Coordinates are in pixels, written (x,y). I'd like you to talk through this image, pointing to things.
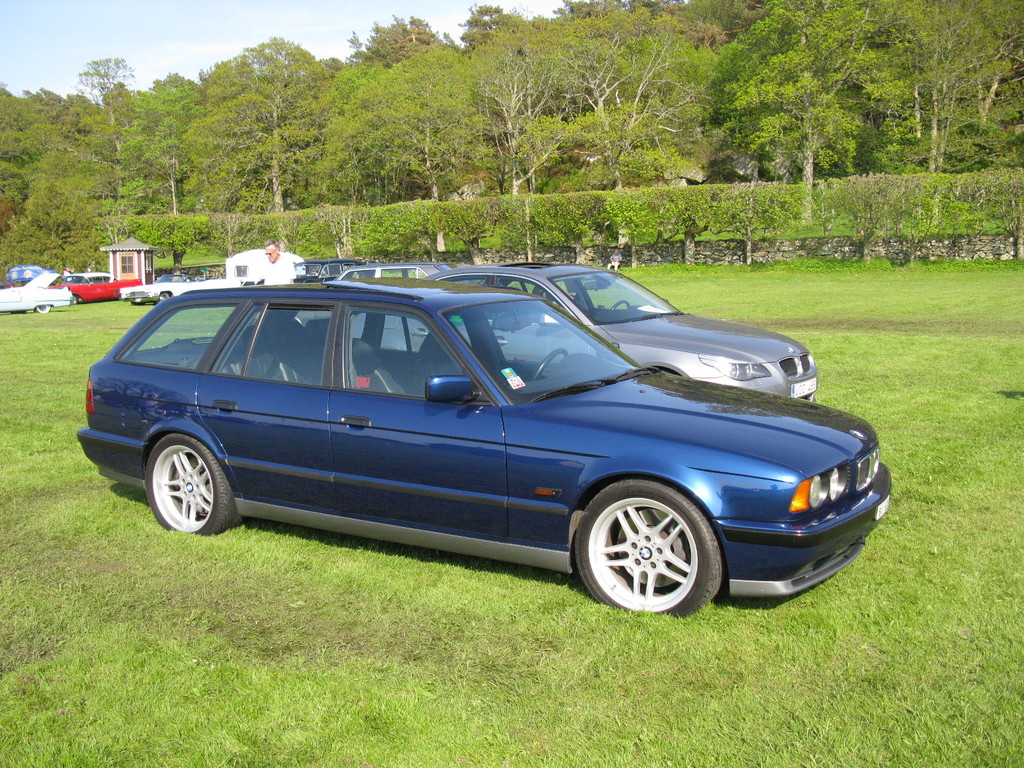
In this picture we can see the trees (620,159), bushes (999,215), sheds (148,276), roof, vehicles (507,295), grass (685,280), a man (272,252) is standing and a person (619,261) is sitting on the ground (667,283). In the background of the image (711,237) we can see the ground (355,647). At the top of the image (243,15) we can see the sky (263,38).
